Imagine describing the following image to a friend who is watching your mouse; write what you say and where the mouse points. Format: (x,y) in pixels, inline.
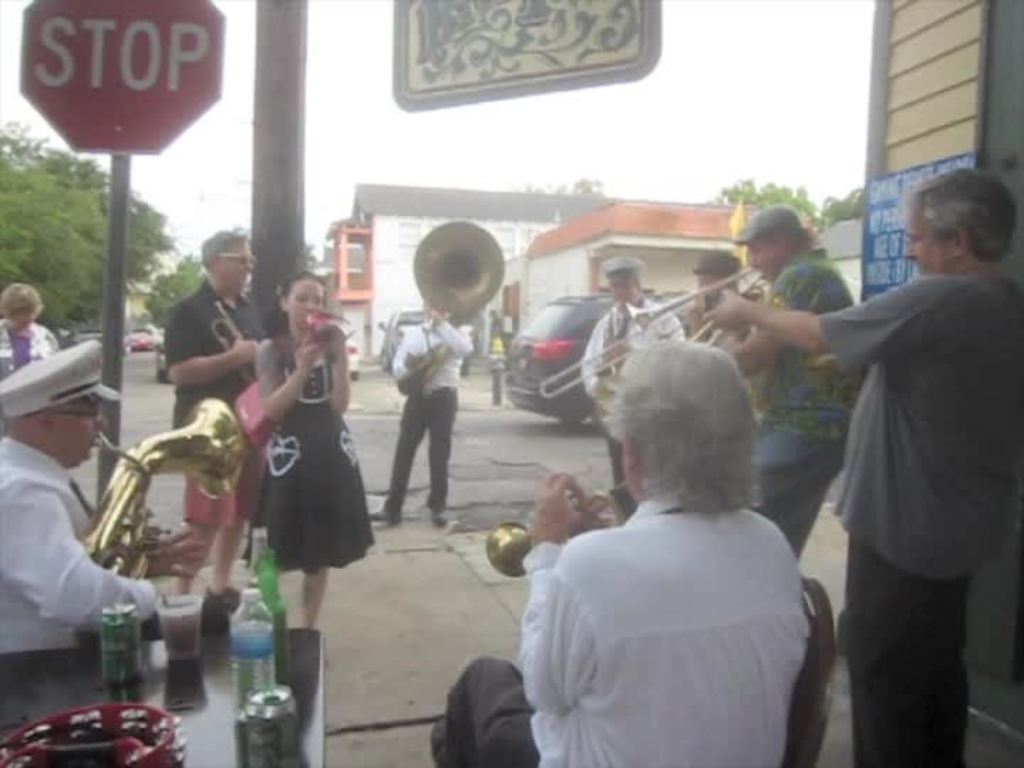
In this picture, we can see there are groups of people (675,324) some people (394,483) are playing the trumpets (661,307) and some other music instruments (683,298). On the left side of the people (413,446) there is a table (207,758) and on the table (153,716) there are glass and bottles (262,628) and behind the people (59,578) there are poles (124,264) with signboards (94,103), houses (363,245) and some vehicles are parked in the road (496,426) and the sky (350,90).
